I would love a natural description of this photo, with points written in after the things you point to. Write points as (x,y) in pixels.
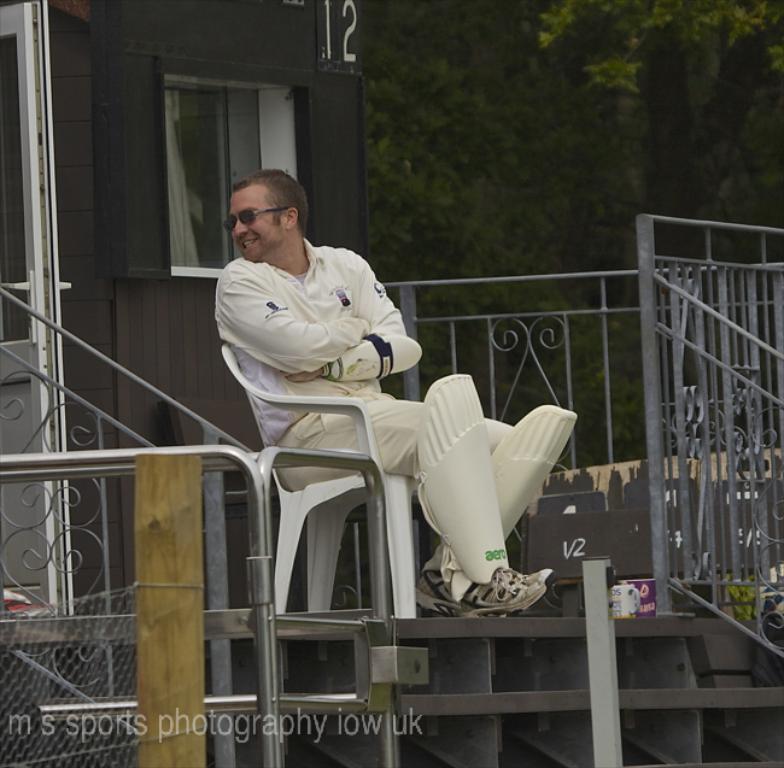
In this picture we can see a person (507,595) sitting on a chair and in the background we can see a fence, trees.
